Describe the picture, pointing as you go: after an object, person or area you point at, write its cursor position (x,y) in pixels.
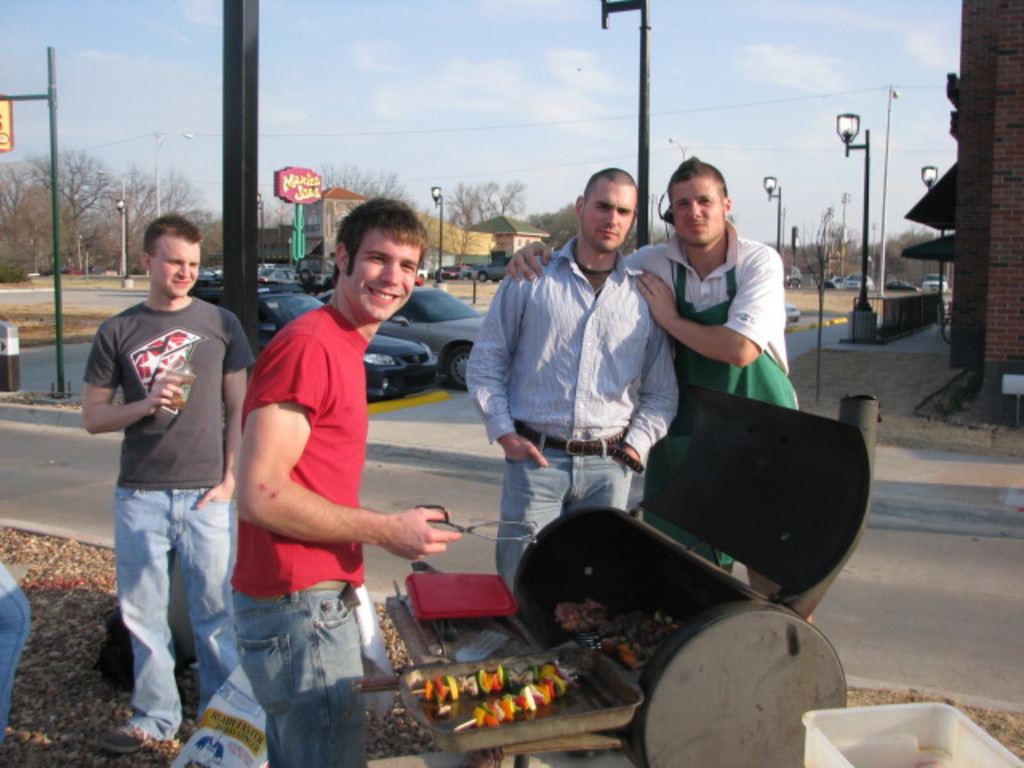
In this image I can see people (295,444) are standing on the ground (466,508). Here I can see food item (540,705), grill (556,643) and other objects (556,657) on the ground (476,495). In the background (452,301) I can see vehicles (460,333), trees (913,235), poles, buildings (1011,249), wires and the sky (843,166).
